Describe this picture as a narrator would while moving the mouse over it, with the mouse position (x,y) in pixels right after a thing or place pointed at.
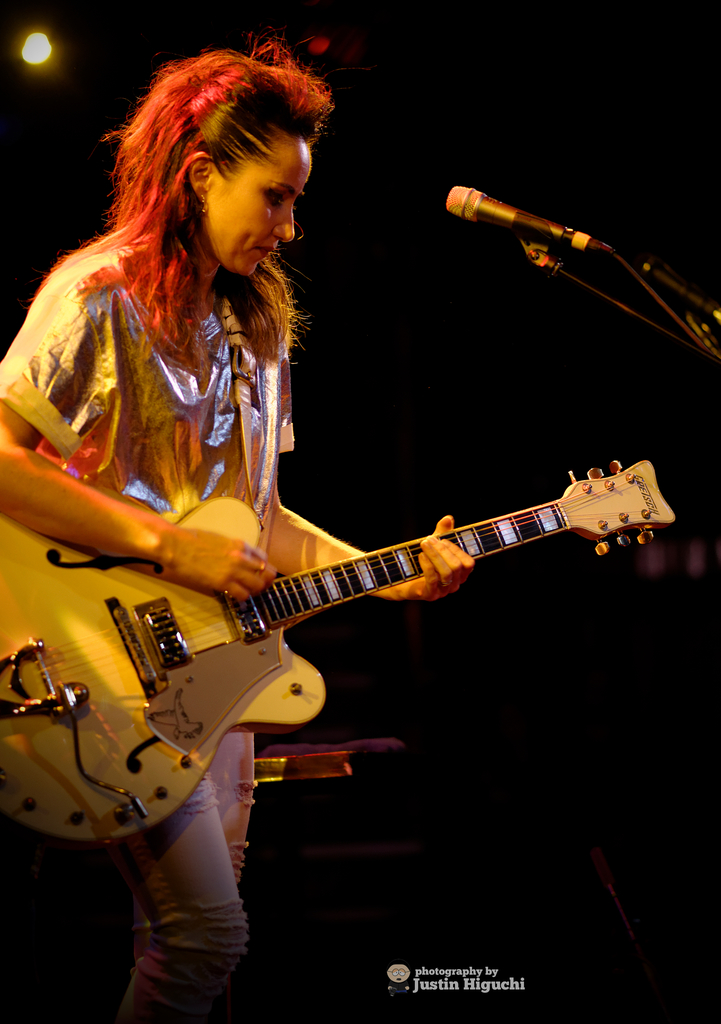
This woman (290,411) is playing guitar (103,626) in-front of mic (466,201) and wear silver color t-shirt (158,381). On top (36,59) there is a focusing light (45,56).
